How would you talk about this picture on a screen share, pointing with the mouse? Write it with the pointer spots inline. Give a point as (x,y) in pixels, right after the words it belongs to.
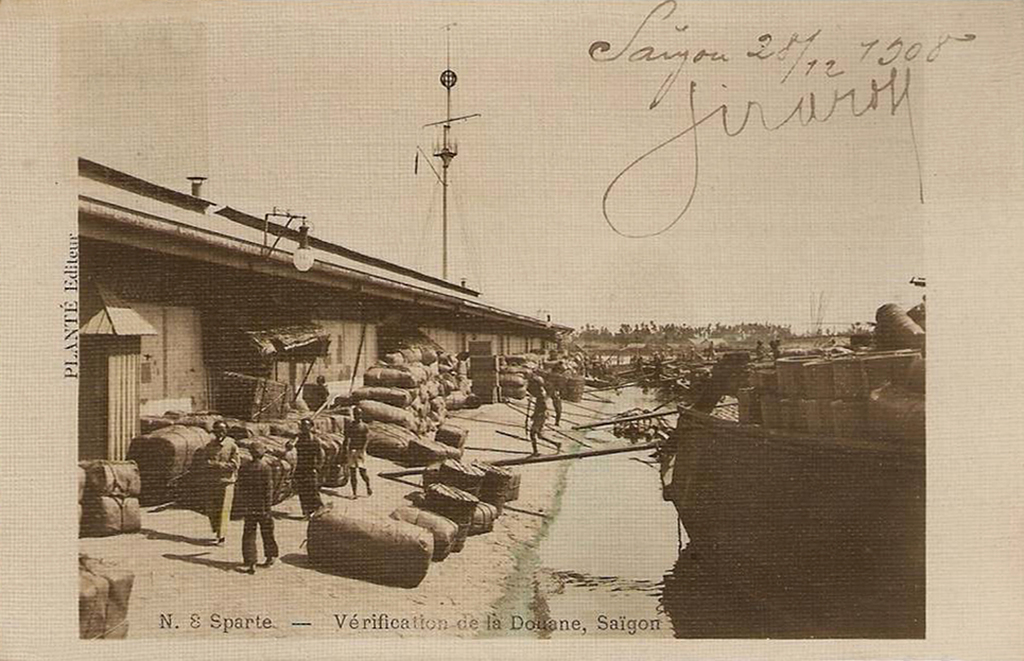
In this picture we can see photo (730,464) which is attached to this paper (999,458). In the photo (604,277) we can see group of person (353,459) standing near to the boxes (267,439). On the left (157,254) there is a shed (184,379). In the background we can see trees (803,326). Beside that we can see a street light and pole (451,81). On the right (799,529) we can see many boats (831,525) in the water (696,604). On the bottom (163,620) we can see something written in french.
